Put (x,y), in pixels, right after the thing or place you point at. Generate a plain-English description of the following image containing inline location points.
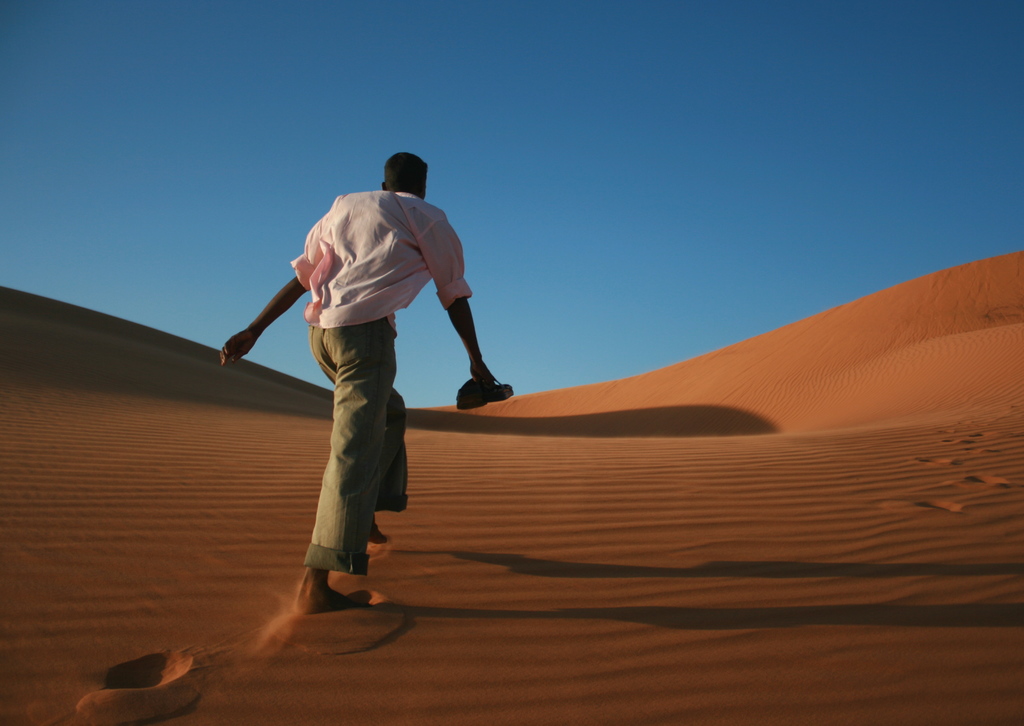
In this image I can see a person (346,203) walking in the desert (382,545). In the background (599,223) I can see the sky (504,145).
